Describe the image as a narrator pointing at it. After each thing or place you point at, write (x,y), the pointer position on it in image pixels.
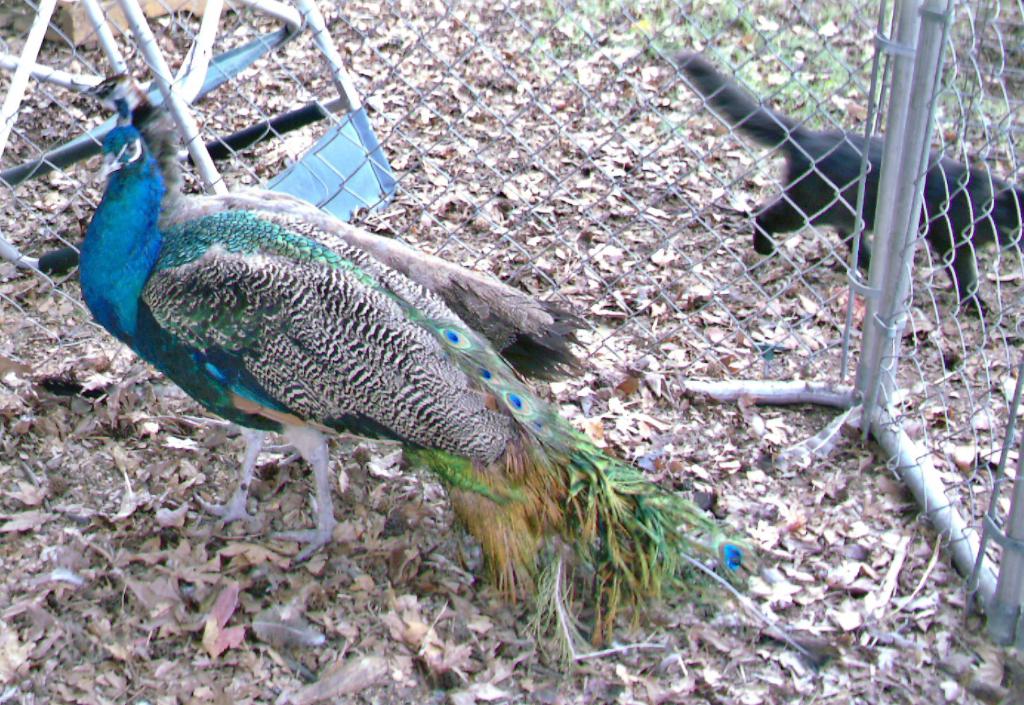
In this picture a peacock (403,400) is standing on the ground (380,485). In the background (535,190) I can see a fence (630,141), a black color animal (763,142) and other objects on the ground (727,228).
